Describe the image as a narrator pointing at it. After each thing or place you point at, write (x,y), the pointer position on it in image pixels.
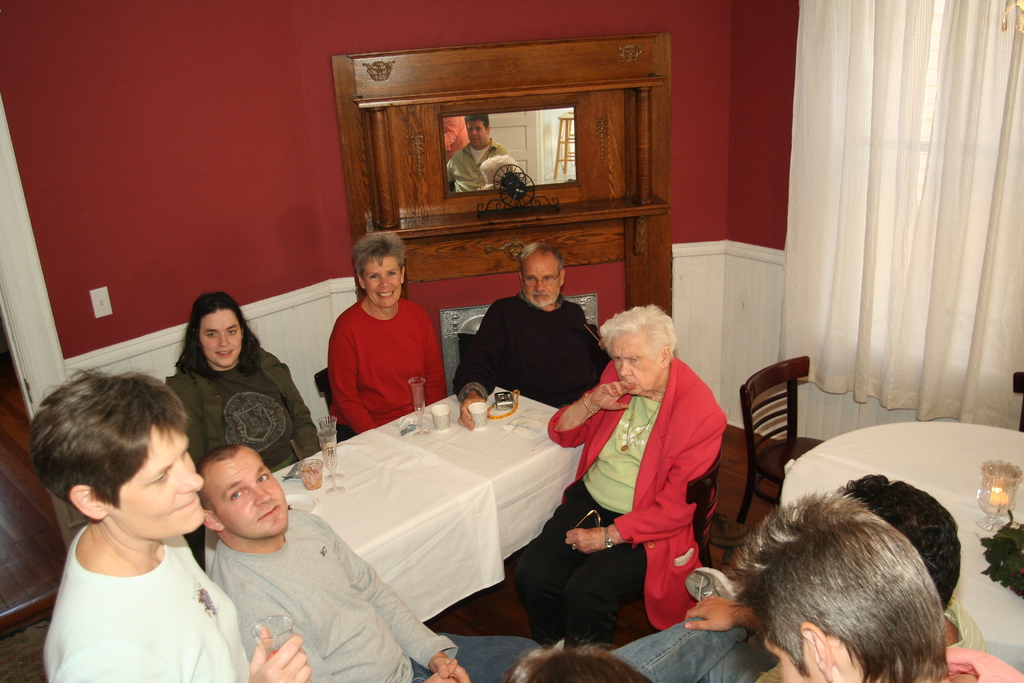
This picture is taken inside a room (936,413). There are few people (827,524) in the room (467,347) sitting on chairs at the tables (405,423). A table cloth (402,446), and glasses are placed on the table (408,471). On the right corner of the image (919,473) there is table (926,462) and a candle (996,476) is placed on it. In the background (553,156) there is a mirror (517,155) and in it a person (503,153) can be seen and there is a door (508,122) and stool (565,132) just behind him. In the background (167,35) there is a wall (275,36) and curtain (923,81).
